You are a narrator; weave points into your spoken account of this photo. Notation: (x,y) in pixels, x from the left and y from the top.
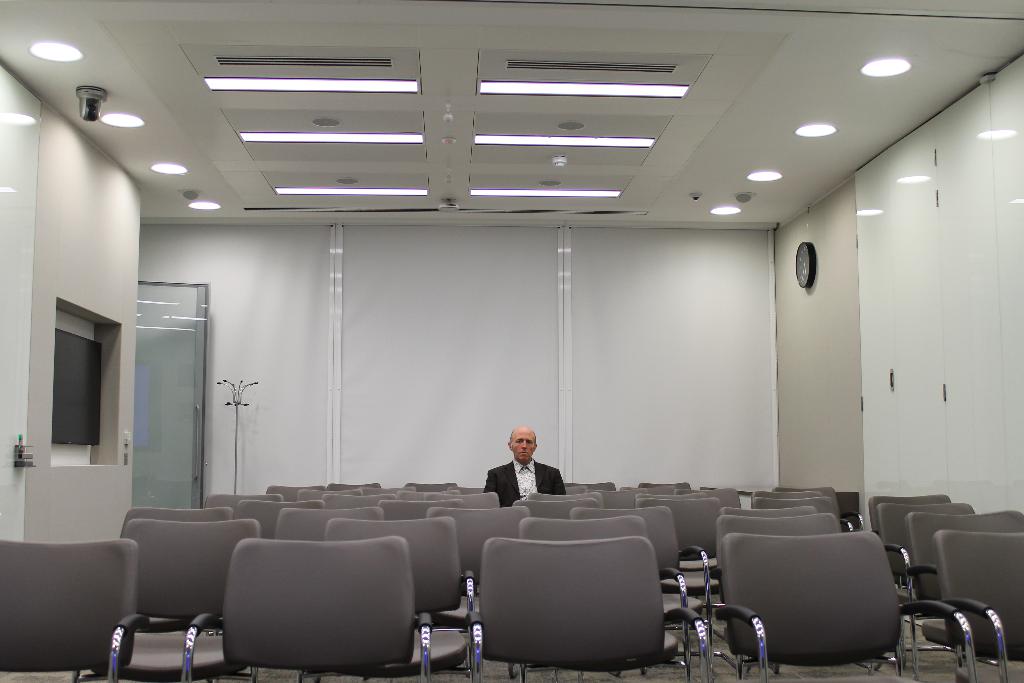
This is an inside view of a room (1015,443). At the bottom (414,649) there are many empty chairs (453,550) only one person (519,492) is sitting and looking at the picture. On the right side (799,273) there is a clock (802,261) attached to the wall (807,443). On the left side (180,389) there is a door (172,386). At the top of the image (621,142) I can see few lights (573,142) to the roof (735,113).
